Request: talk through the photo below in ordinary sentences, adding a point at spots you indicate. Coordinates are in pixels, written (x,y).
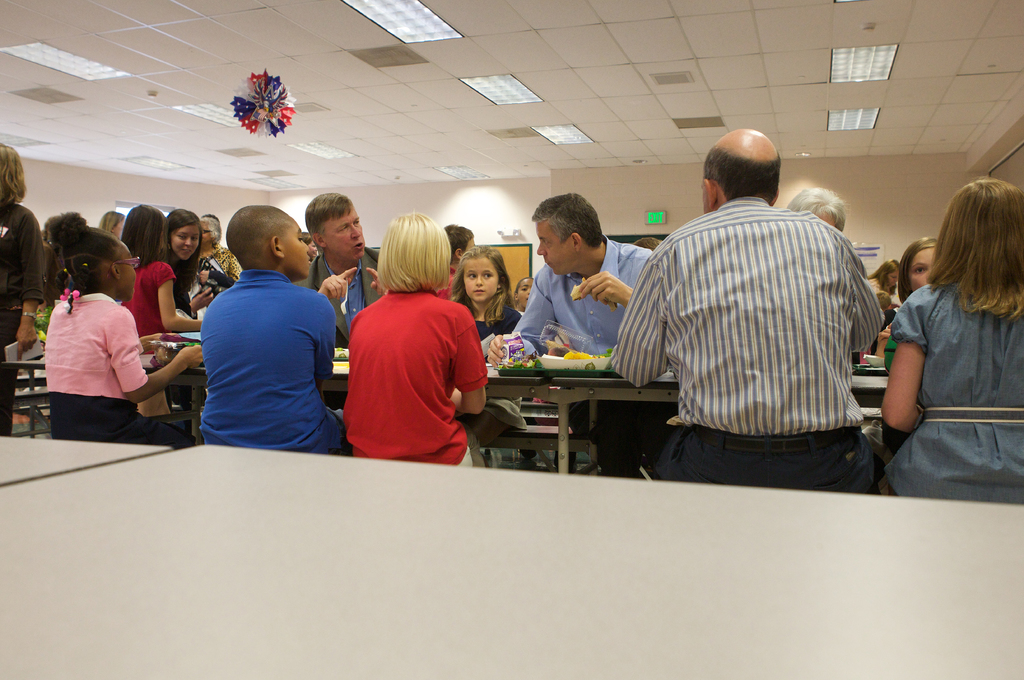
In this image we can see some people (622,336) sitting on the bench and some people (224,267) standing and we can also see a board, decorative objects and lights (894,46).
